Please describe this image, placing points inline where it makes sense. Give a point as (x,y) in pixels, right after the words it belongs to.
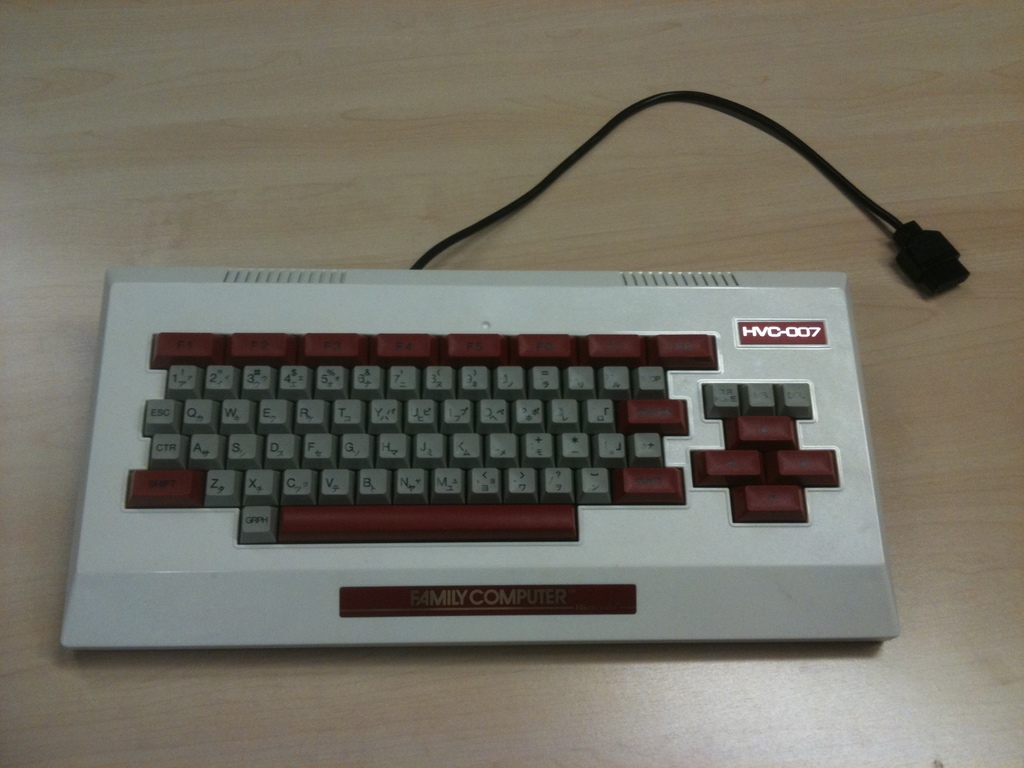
In this picture we can see a keyboard (689,494) and a wire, we can see some text (749,333) on the keyboard (831,353), at the bottom (824,705) there is a wooden surface (550,700).
